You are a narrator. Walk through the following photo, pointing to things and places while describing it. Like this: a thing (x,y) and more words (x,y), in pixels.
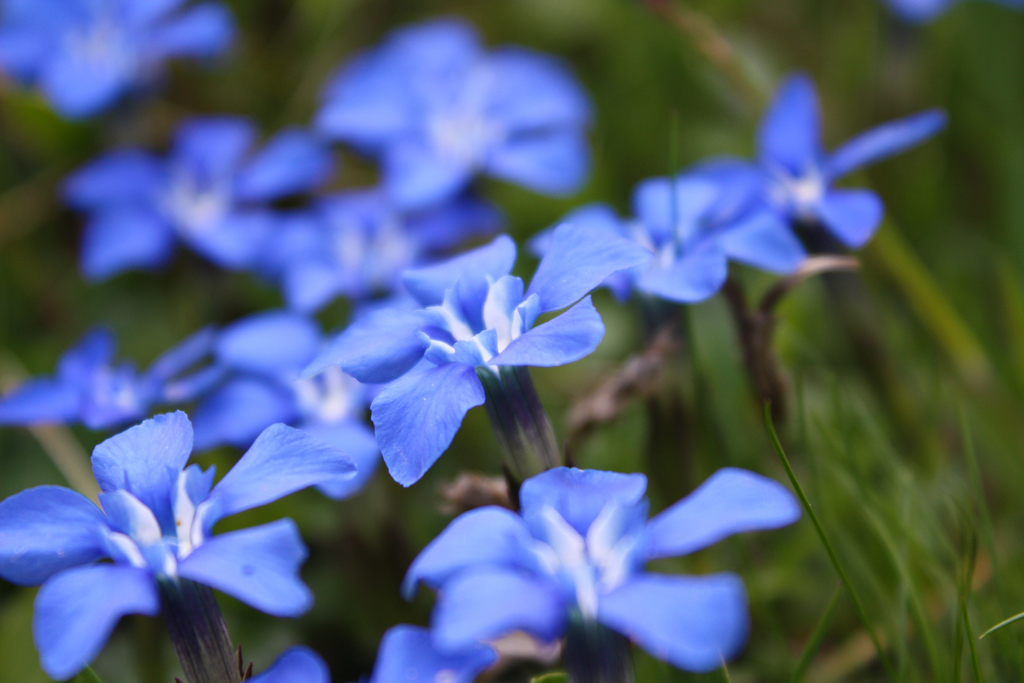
In this image we can see some flowers (312,278) which are in blue color, also we can see plants (705,464), and the background (1000,231) is blurred.
